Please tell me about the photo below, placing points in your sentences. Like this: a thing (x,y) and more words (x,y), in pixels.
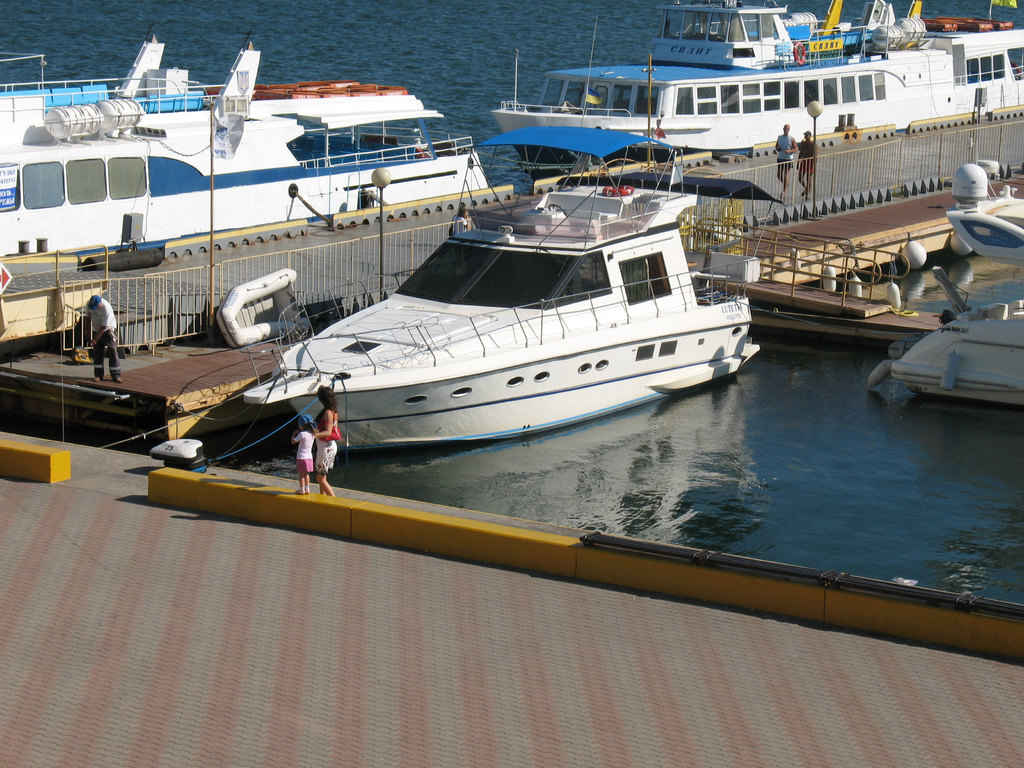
There are many boats (469,179) with windows (551,273) on the water (807,450). There is deck (791,230) with railings (770,245). Also there are few people (334,454). There is a road (712,163). On the side of the road (851,161) there are light poles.
